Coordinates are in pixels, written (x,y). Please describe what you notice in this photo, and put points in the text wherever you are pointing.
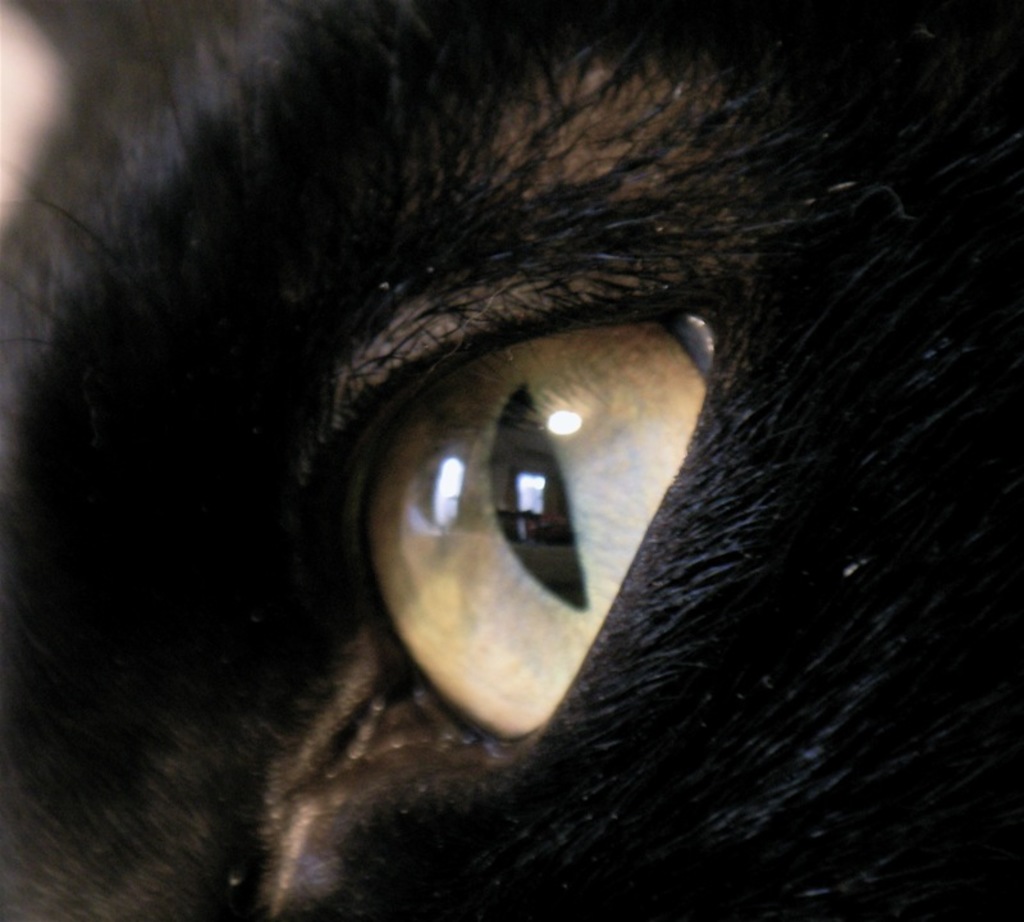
This is the picture of an animal (541,825) which is in black color.
